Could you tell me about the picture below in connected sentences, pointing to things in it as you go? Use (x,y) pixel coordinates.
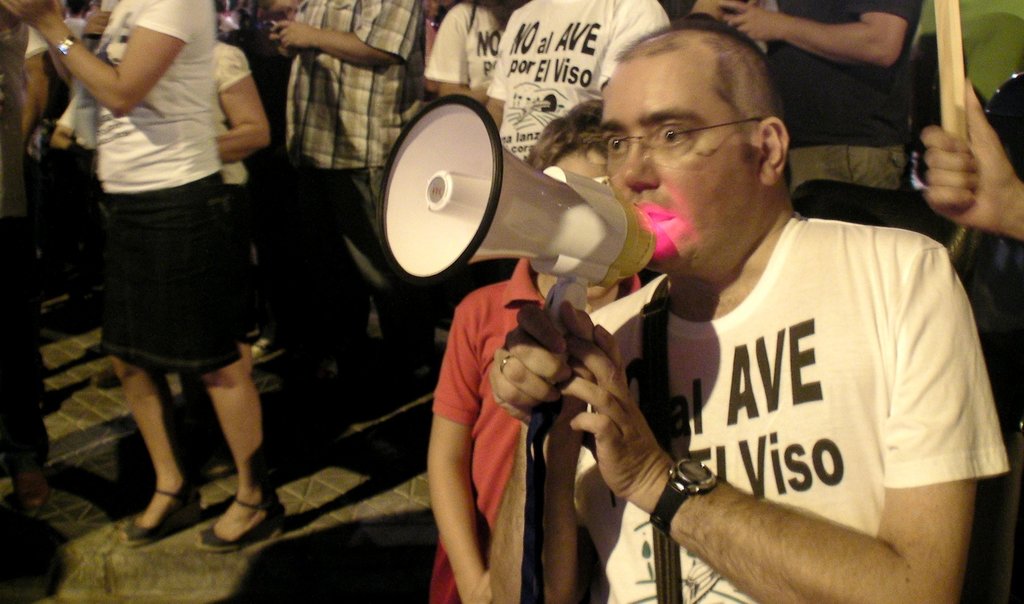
In this picture we can see a man (606,483) holding a loudspeaker (637,265) with his hands (653,489) and at the back of him we can see a group of people (812,24) standing on the floor (89,312).
